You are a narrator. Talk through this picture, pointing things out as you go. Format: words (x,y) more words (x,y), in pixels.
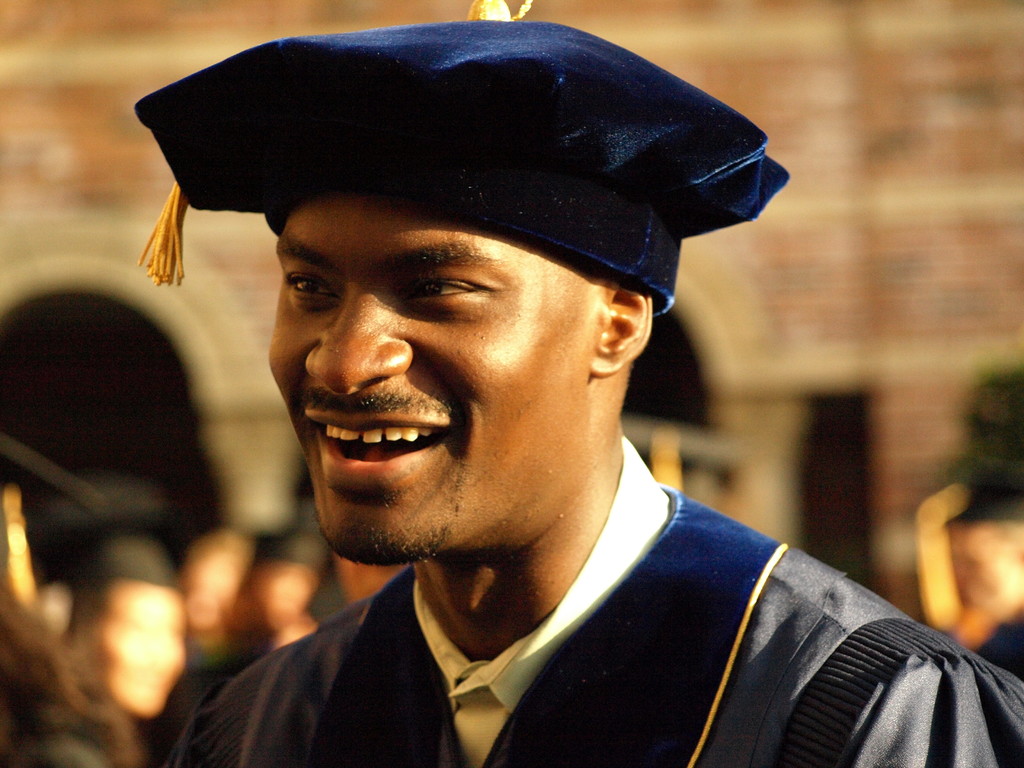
In this image I can see the person (459,536) wearing the blue and white color dress (514,695) and also the hat (398,150). The person (376,413) is smiling. In the back (261,636) I can see few more people (115,610) and the building (859,194) but it is blurry.
